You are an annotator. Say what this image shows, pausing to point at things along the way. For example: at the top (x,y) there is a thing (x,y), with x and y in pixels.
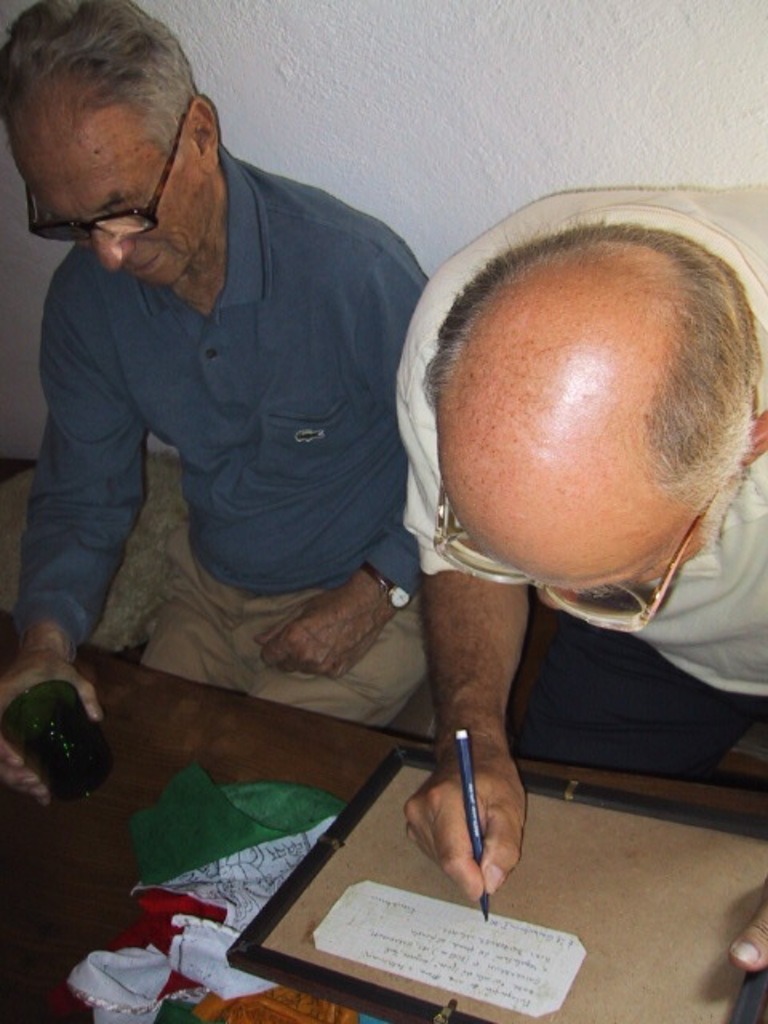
In this picture there is a person (430,696) writing on the paper (435,967), there is a paper (402,965) on the frame (305,959). There is a person (408,608) holding the glass (42,739), there is a cloth (219,975) on the table (244,776). At the back (29,385) there is a wall (430,222). At the bottom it looks like a mat (114,630).
